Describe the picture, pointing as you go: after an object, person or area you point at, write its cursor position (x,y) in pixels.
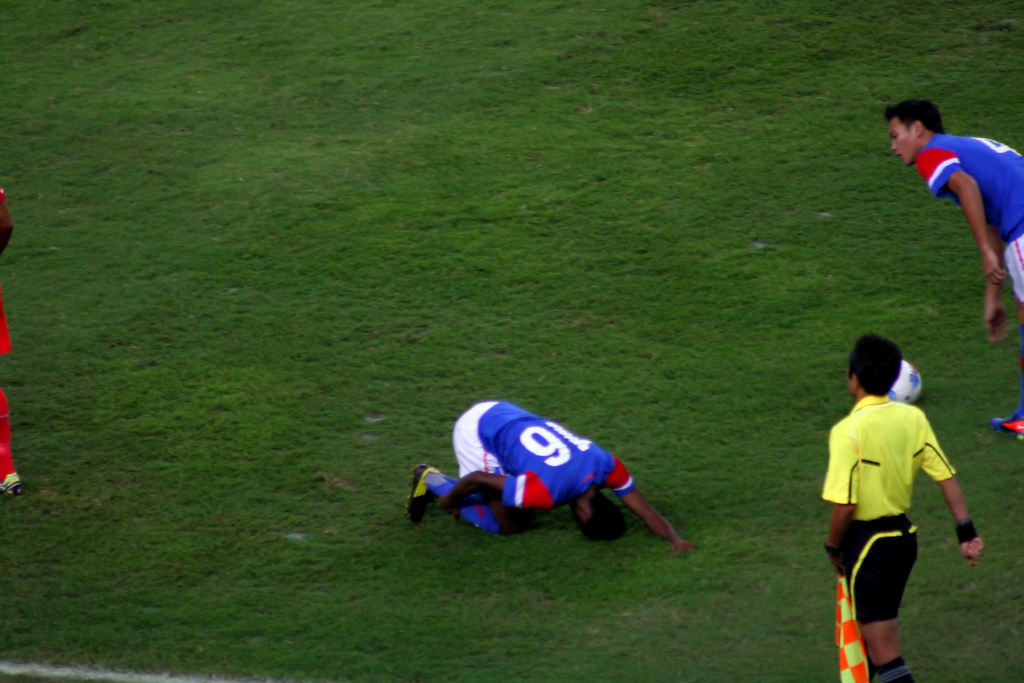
In the image we can see there are people (938,463) standing on the ground (945,263) and the ground (938,382) is covered with grass (812,464). There is a football (915,385) on the ground (269,659).
